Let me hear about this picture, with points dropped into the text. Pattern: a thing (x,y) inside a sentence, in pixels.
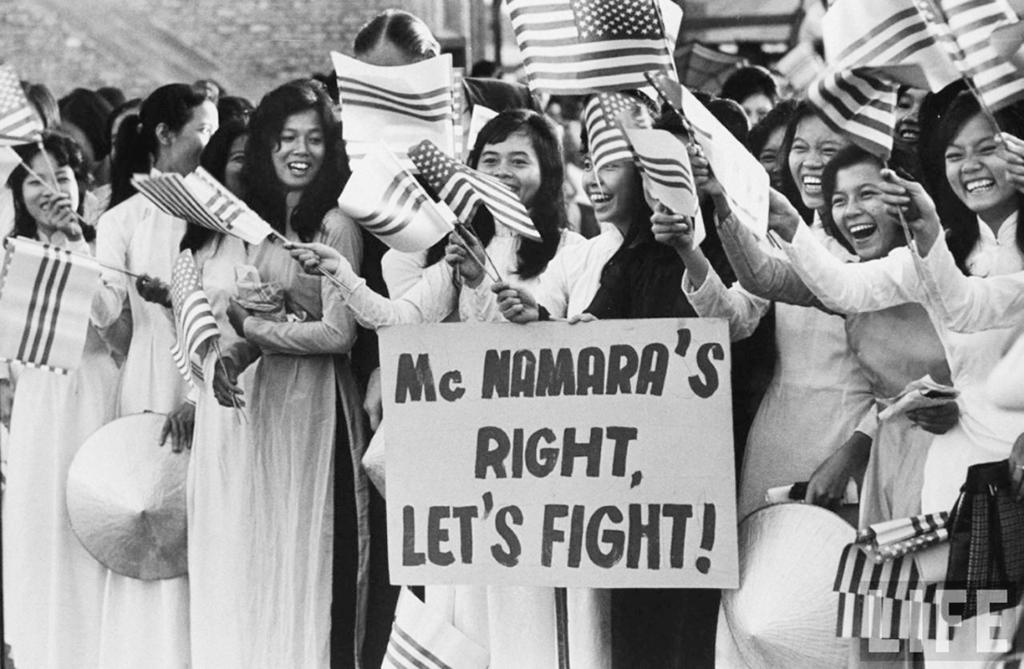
Here we can see group of people (578,236) standing and holding flags (361,158) with sticks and we can see board (547,478).
